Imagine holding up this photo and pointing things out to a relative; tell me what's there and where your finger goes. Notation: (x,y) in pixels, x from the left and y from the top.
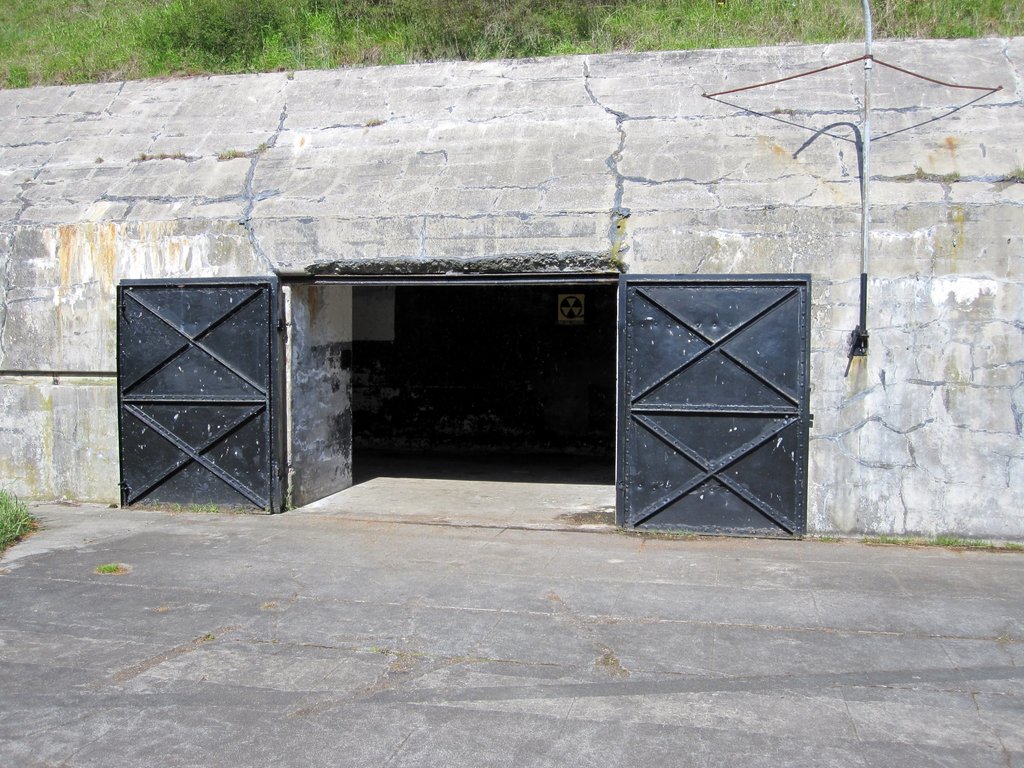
In this image we can see the black color doors (779,343) and also the wall (514,123) and grass (377,30). At the bottom (286,636) there is path (516,591).
